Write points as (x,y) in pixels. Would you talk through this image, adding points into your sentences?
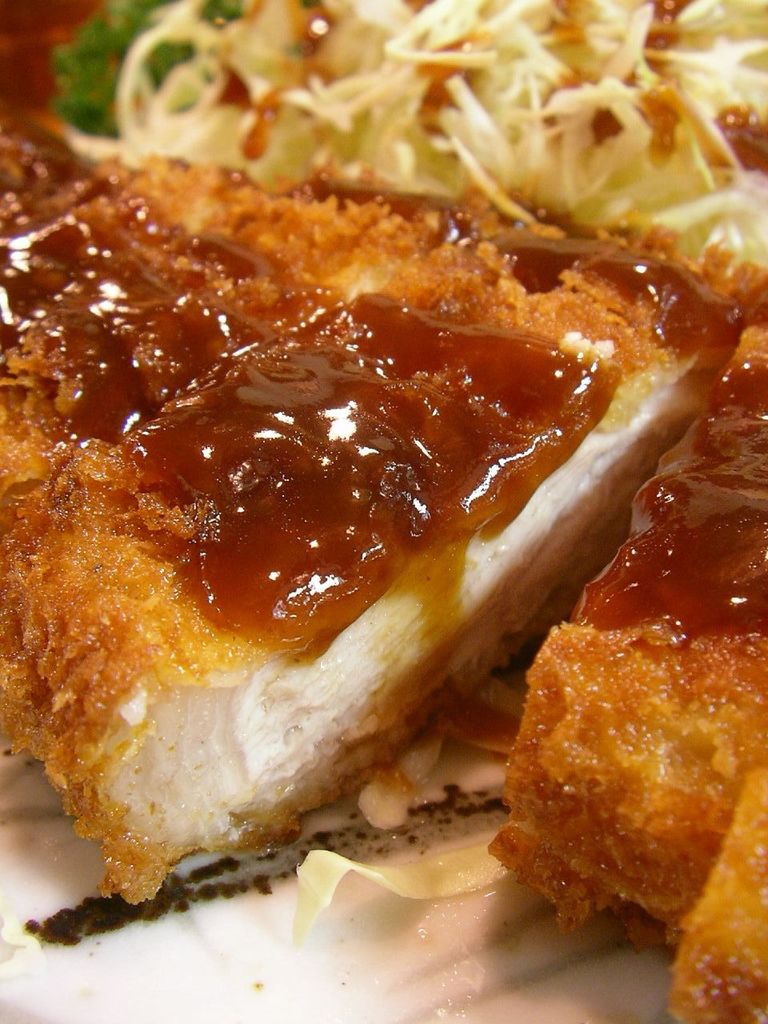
In this image we can see there is some food (478,461) on which there is sauce (424,360). In this image there are fried meat pieces (360,656) on which there is sauce (366,523). At the top (87,70) we can see there are some green leaves (87,81).
